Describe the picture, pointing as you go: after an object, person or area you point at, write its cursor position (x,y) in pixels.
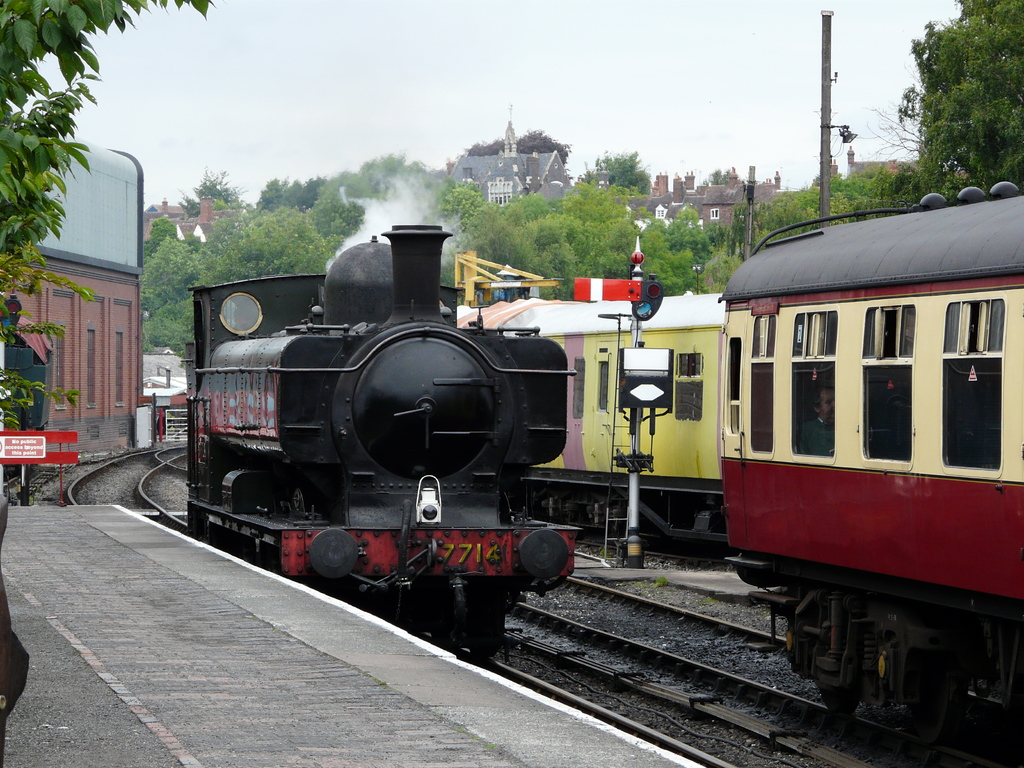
In this image there are trains (569,314) on the tracks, a platform (124,608), a signal indicator (598,282), sign boards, few buildings (541,174), trees (972,128), poles (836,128) and the sky (635,86).
